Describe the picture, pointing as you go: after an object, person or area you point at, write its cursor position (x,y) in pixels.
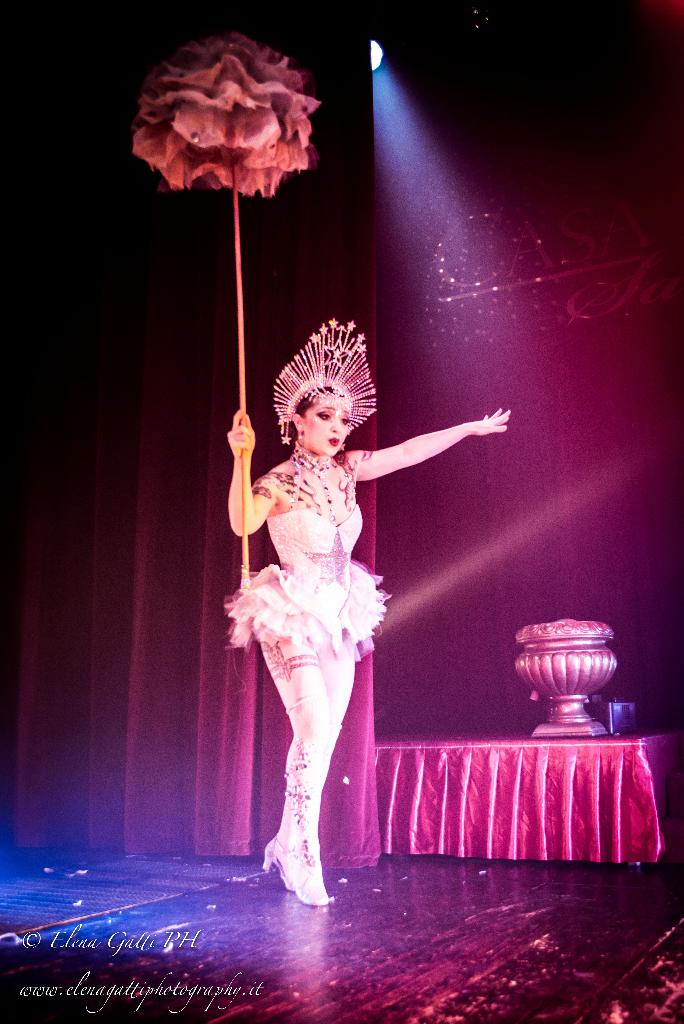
Here we can see a woman (352,615) standing on a floor (374,877) and holding a stick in her hand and there is an object (200,171) on the edge of the stick (235,195). In the background (111,532) there is a curtain (174,504), light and a bowl (532,681) and some other items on a table (407,827).
